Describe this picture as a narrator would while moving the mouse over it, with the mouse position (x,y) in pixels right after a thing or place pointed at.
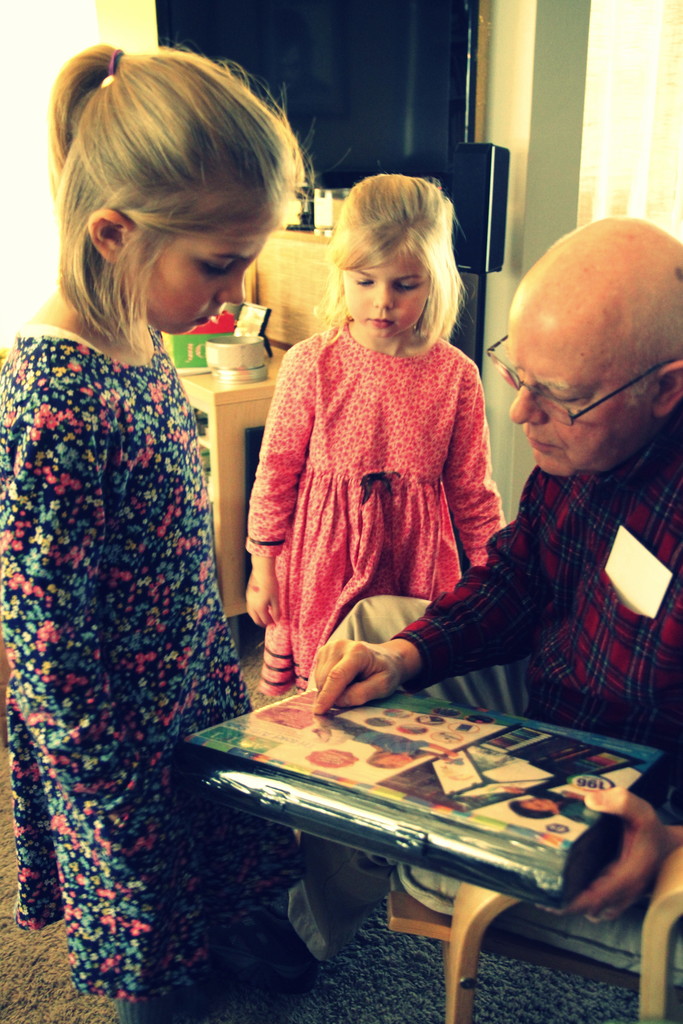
In the left side (73,85) a little girl (79,67) is standing and looking at this side. In the right side (598,683) an old man (676,310) is sitting, he wore a shirt (538,709). In the middle (264,610) there is another girl (415,479) is standing, she wore a pink color dress (361,472).
